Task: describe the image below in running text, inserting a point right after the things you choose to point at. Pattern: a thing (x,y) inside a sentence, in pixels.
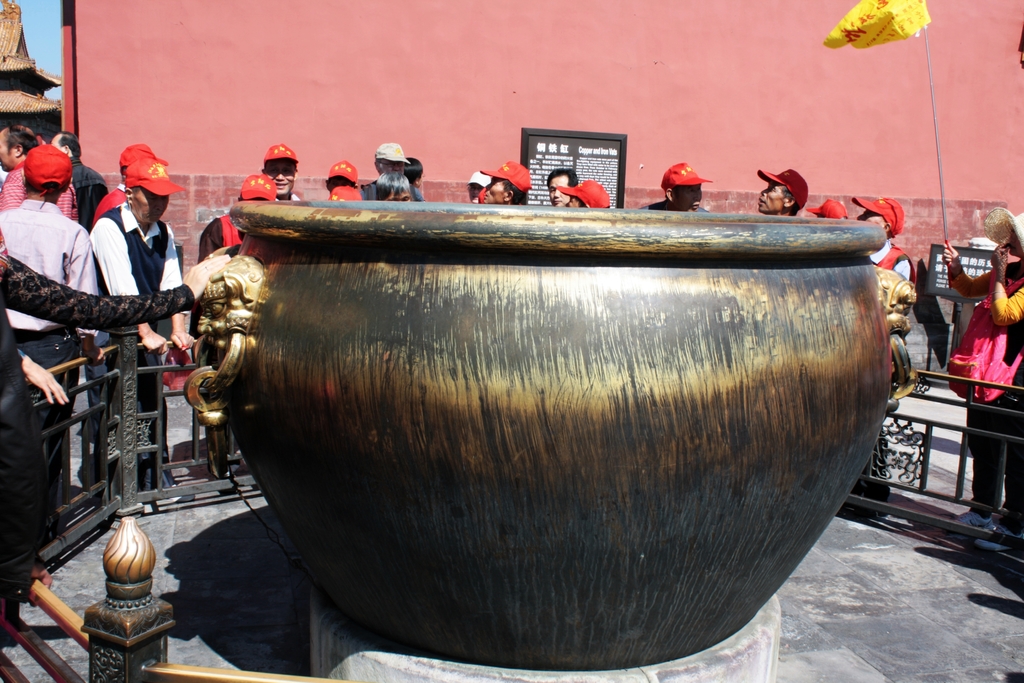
In this image I can see an object (486,410). In the background (514,200) I can see people (494,196) are standing and wearing hats (344,192). Here I can see a red color wall (327,81) and a fence (911,473). This person (970,284) is holding something in the hand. I can also see the sky (40,33) in the background (39,16).
